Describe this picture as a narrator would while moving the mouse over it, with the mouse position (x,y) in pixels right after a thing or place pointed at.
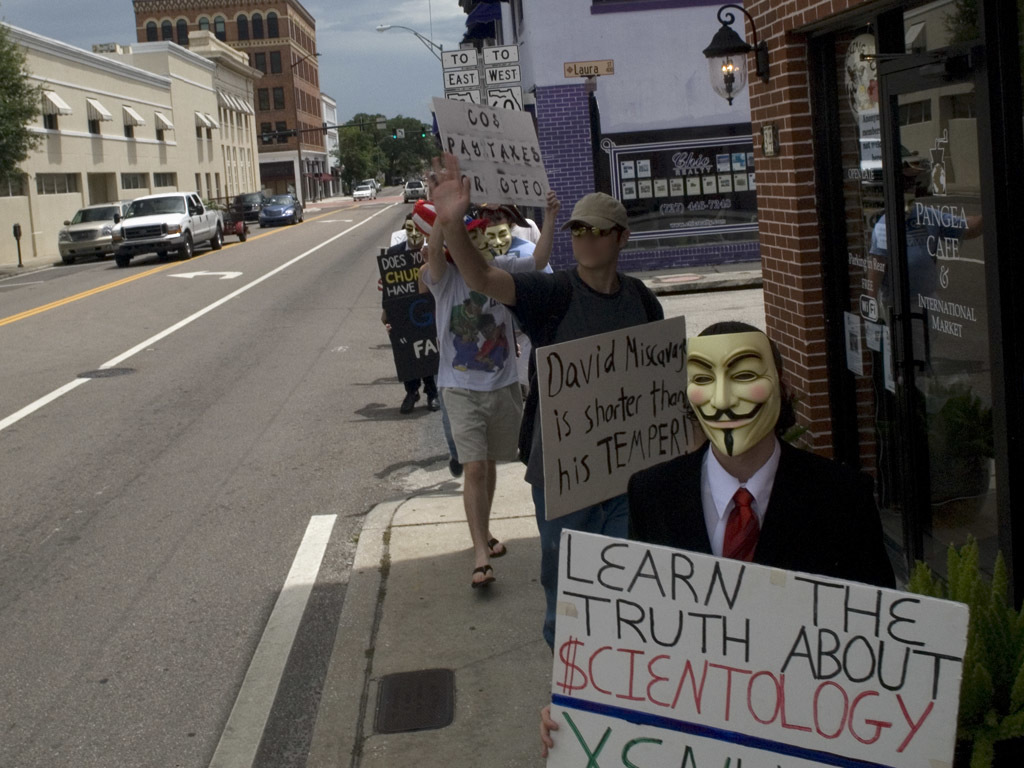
In this image, on the right (751,520) there is a person (747,523), wearing a suit (780,535), shirt (730,507), tie (730,545), holding a board (783,642), behind the person (714,422) there are people (513,290), some are holding boards (585,388), they are walking. At the bottom (194,550) there is a road (194,550). In the background (66,253) there are buildings (687,112), lights (731,98), trees (16,101), vehicles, posters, sky (414,63) and clouds (370,61).
